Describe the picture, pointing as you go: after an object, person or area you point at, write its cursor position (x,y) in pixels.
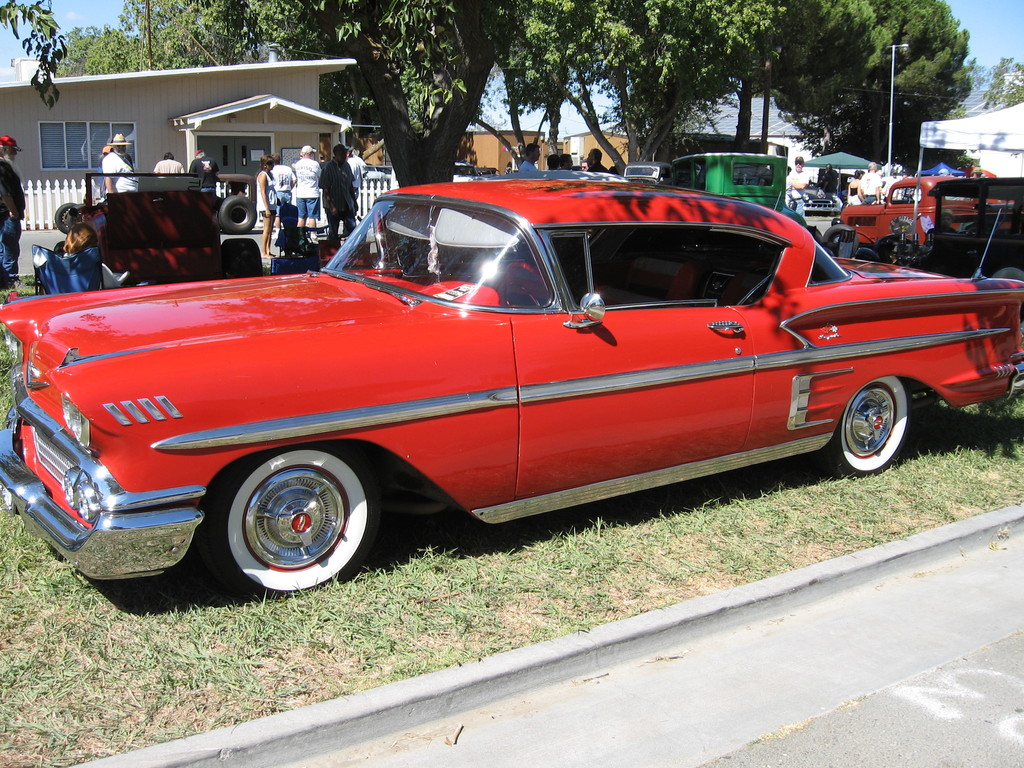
In this picture there is a red car (714,313) which is parked on the grass (347,623). At the bottom (537,753) there is a road (528,722). On the left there is a man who is wearing cap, jacket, jeans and shoe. He is standing near to the vehicles (341,257). Beside that i can see many people (276,177) were standing in front of the house (63,144) and fencing (363,188). On the right (829,185) background i can see some peoples (875,187) were standing near to the street lights (889,149), umbrella (859,167) and tent (938,172). In the background (694,101) i can see many trees (663,104) and building (570,138). In the top left corner (53,14) i can see the sky (79,10).
